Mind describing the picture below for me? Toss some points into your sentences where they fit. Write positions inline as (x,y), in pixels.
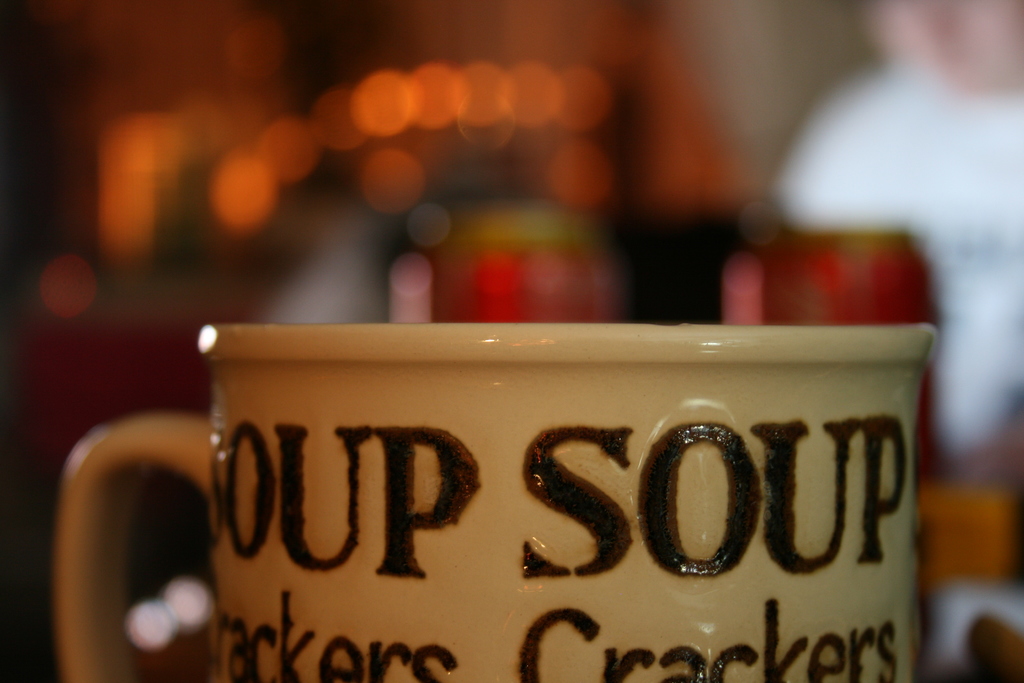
In this image I can see the cup (408,384) which is in cream color and I can see the name soup crackers (394,550) is written on the cup (518,463). And there is a blurred background (205,247).
